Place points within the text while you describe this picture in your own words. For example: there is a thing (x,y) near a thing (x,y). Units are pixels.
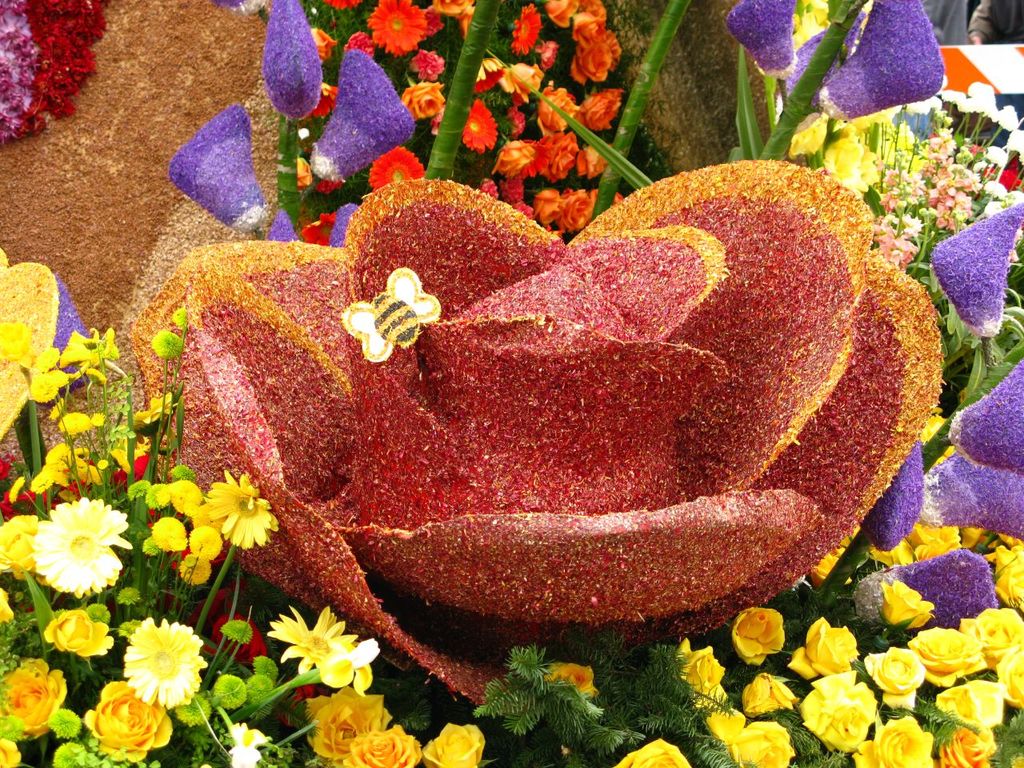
There are many colorful flowers (153,659).
